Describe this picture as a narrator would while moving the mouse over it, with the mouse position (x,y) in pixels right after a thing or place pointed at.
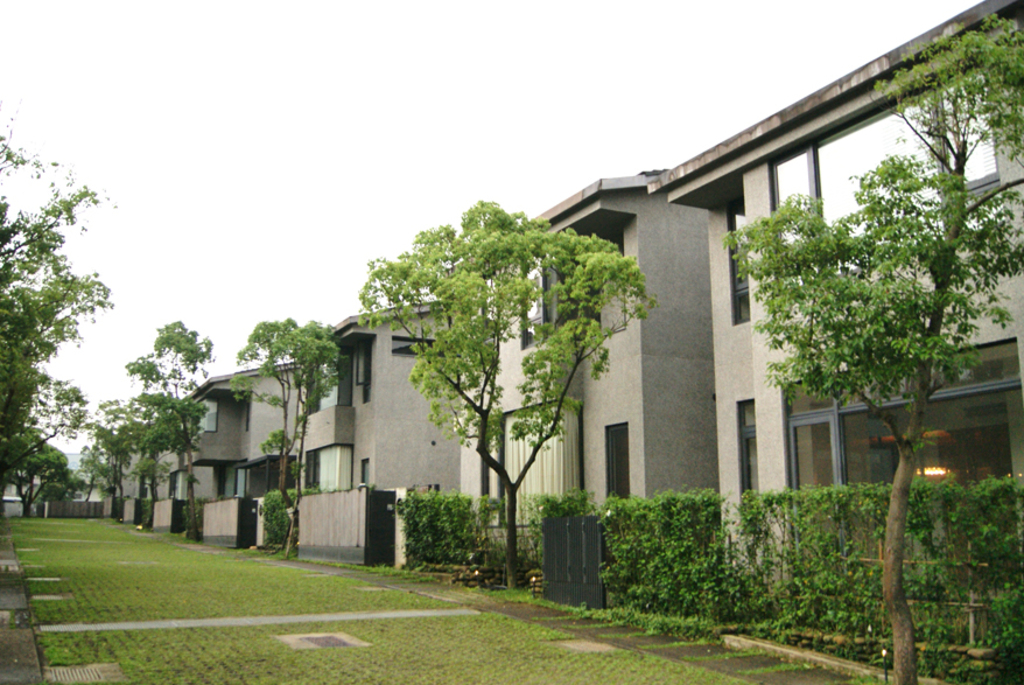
This picture shows a similar houses (631,385) in a row, with few trees (589,239) outside the house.
